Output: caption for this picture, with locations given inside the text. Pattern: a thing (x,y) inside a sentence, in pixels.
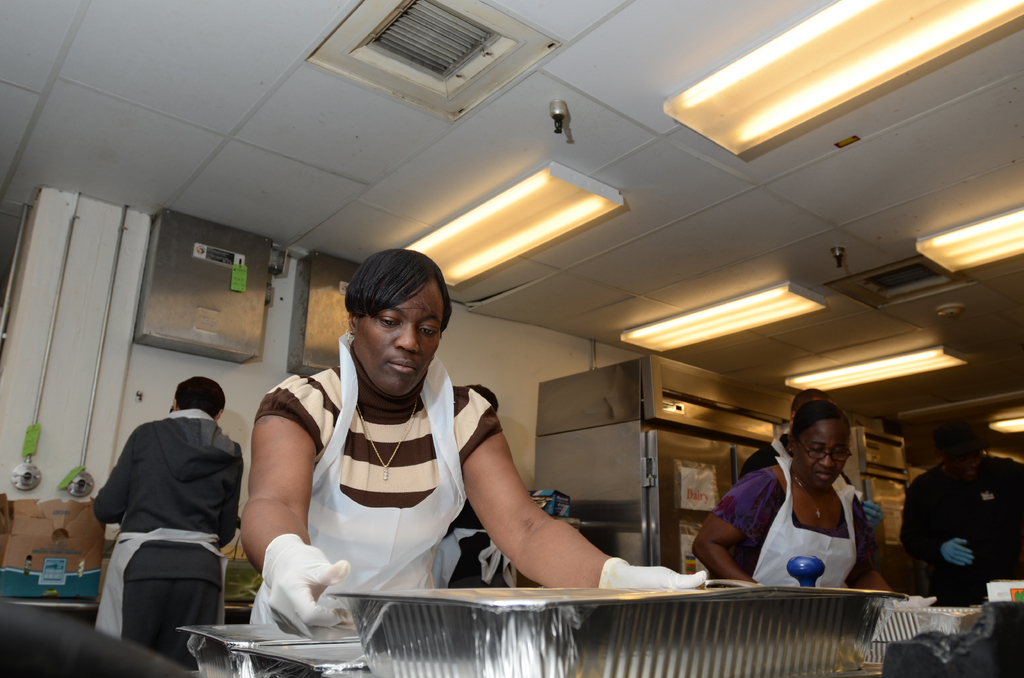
In this picture I can see six persons (395,305) standing. There are silver foil containers (627,612) with lids (472,598), and in the background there are lights (1023,1) and some other objects (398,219).
